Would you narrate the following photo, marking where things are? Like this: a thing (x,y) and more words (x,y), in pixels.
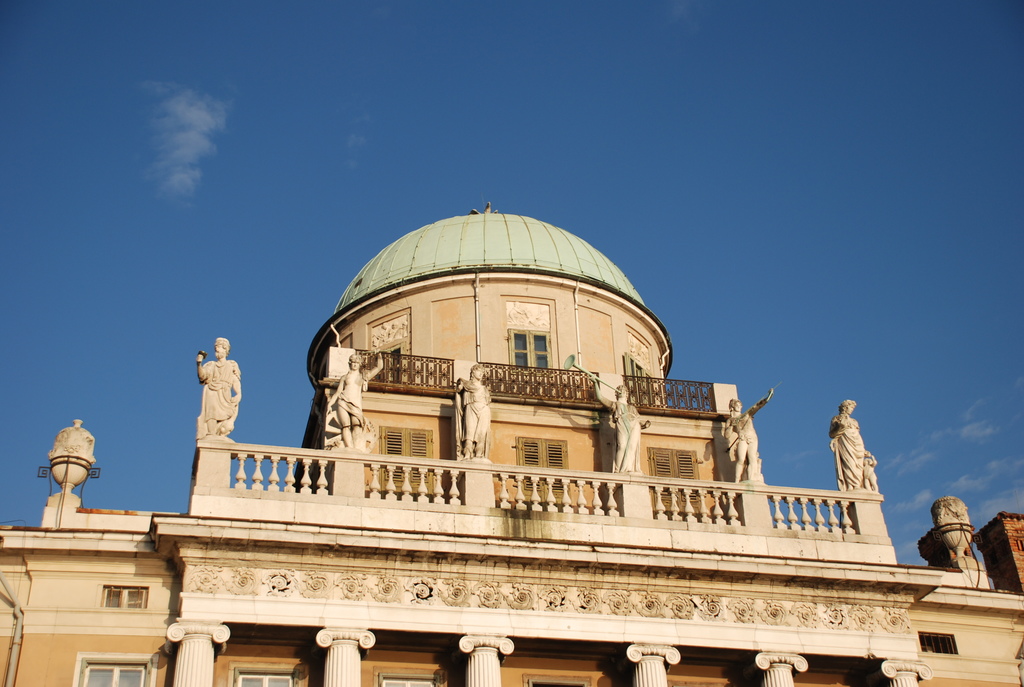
In this picture we can see a building (891,600), windows (265,678), and sculptures (856,467). In the background (376,128) there is sky (875,160).
